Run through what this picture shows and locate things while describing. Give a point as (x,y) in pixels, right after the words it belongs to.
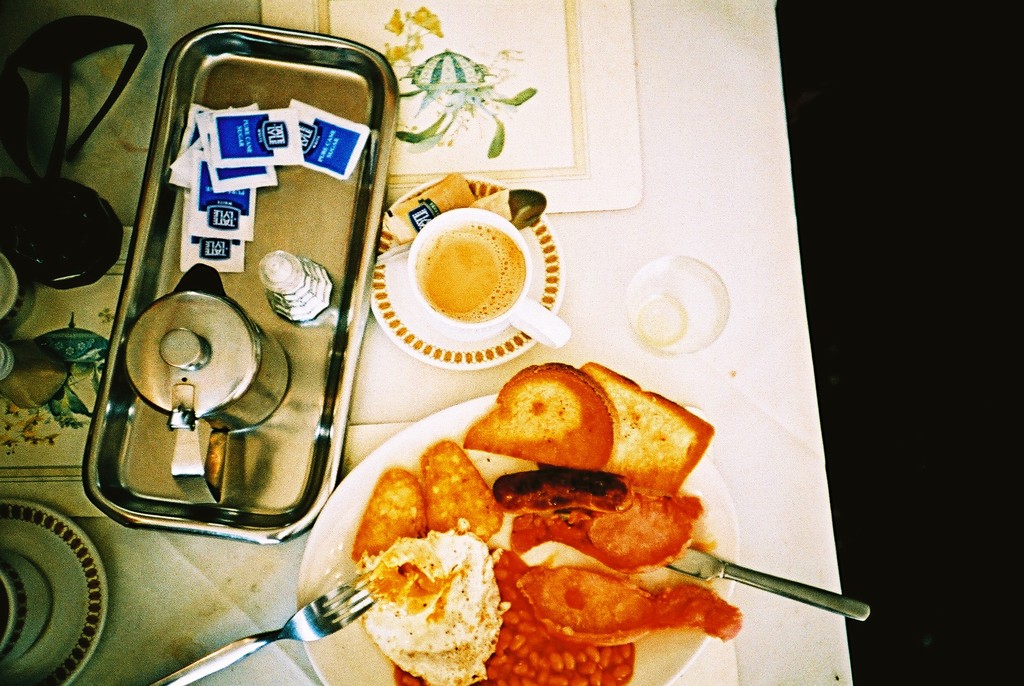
In the left side (213,358) there is a tea mug (219,333) in a plate (364,227) and in the middle (547,315) it is a tea cup (477,306) in a saucer (490,353), in the down side there are food items (578,521) in a white color plate (335,677).
